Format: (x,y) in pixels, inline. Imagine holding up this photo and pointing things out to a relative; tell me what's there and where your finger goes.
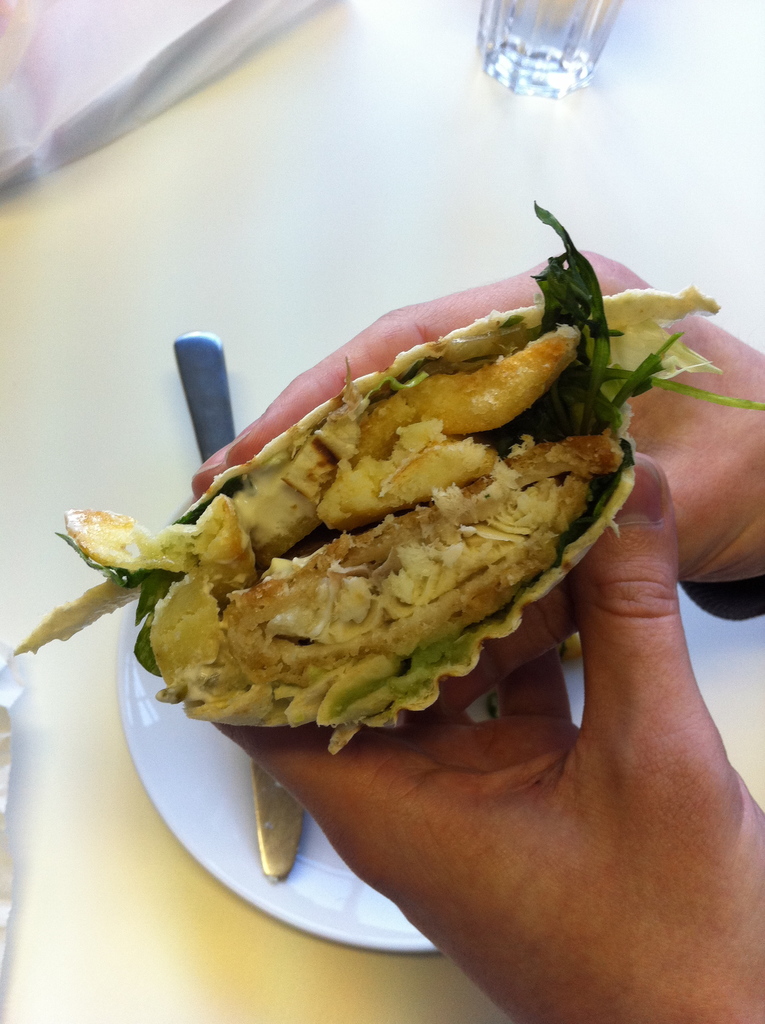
In this image we can see the hands (466,686) of a person (456,680) holding some food (470,550). On the backside (78,121) we can see a knife (286,865) in a plate (291,878), cover (114,112) and a glass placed on the surface (85,960).
